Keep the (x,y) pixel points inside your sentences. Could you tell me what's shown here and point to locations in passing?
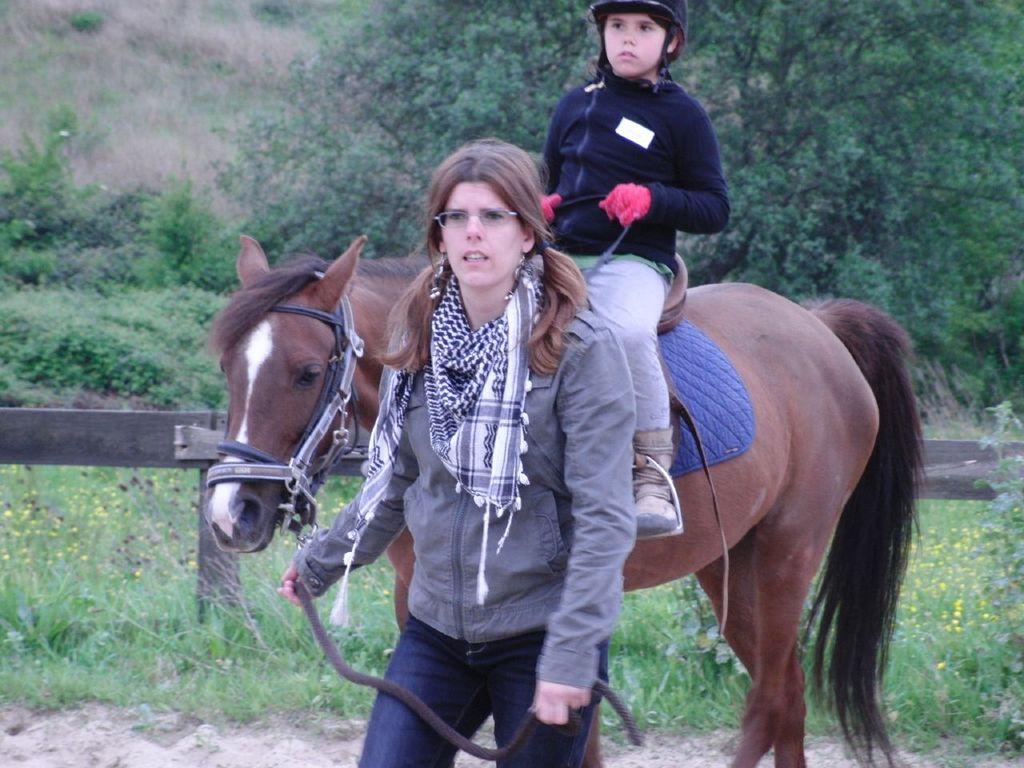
In this picture we can see a person (604,289) sitting on a horse (673,537), here we can see a woman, fence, grass (673,619) and in the background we can see trees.
